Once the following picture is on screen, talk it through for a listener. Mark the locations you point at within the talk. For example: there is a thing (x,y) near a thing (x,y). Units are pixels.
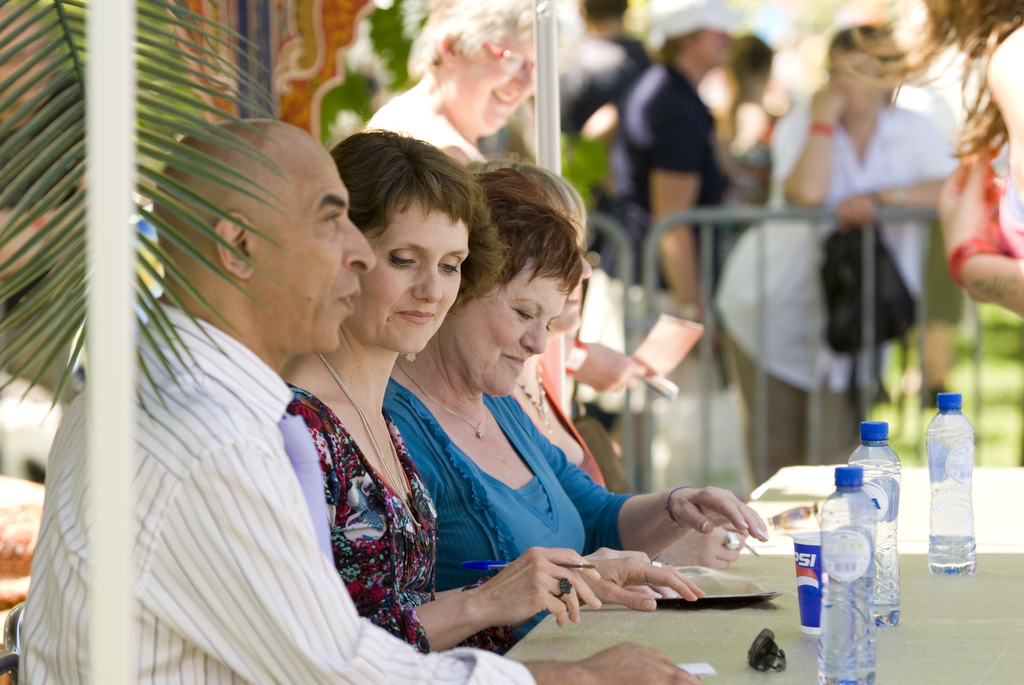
In this image there are people (630,599). There is a table (909,587). There are bottles (849,581) and glass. At the top (55,178) there is a leaf (62,277). There is grass (907,411). There are trees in the background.
